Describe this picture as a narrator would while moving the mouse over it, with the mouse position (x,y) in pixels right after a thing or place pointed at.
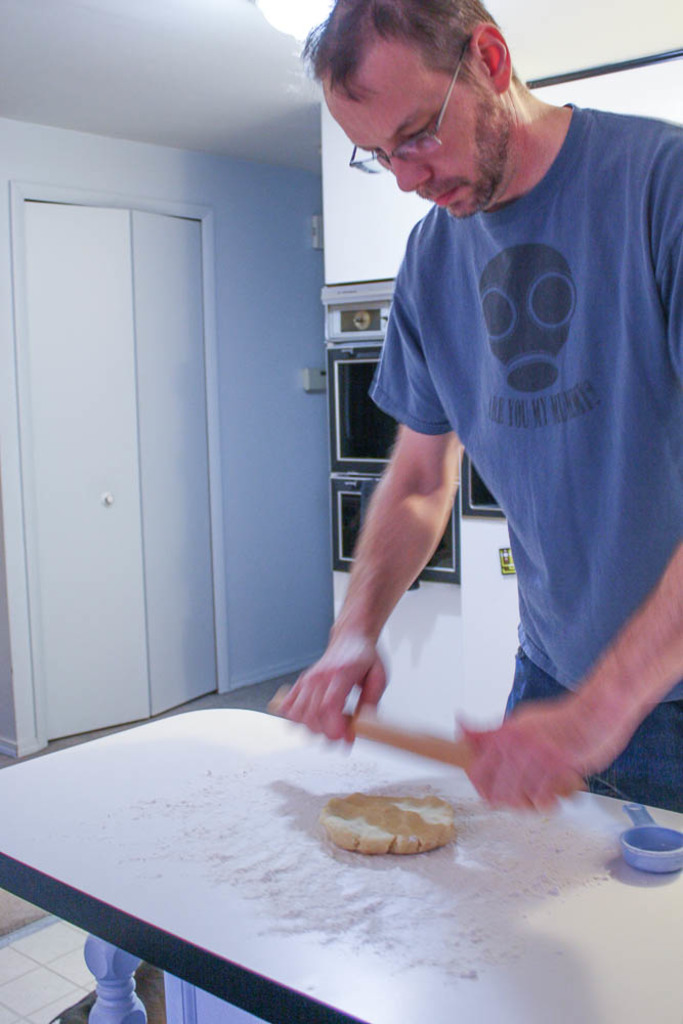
In this image I can see the person (454,319) standing in-front of the table (163,787). The person (464,348) is wearing the blue color dress (472,367) and specs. He is holding the wooden rolling pin (406,737). I can see the dough (408,819) on the table (178,874). In the back (98,471) I can see the door (177,341) and the light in the top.
